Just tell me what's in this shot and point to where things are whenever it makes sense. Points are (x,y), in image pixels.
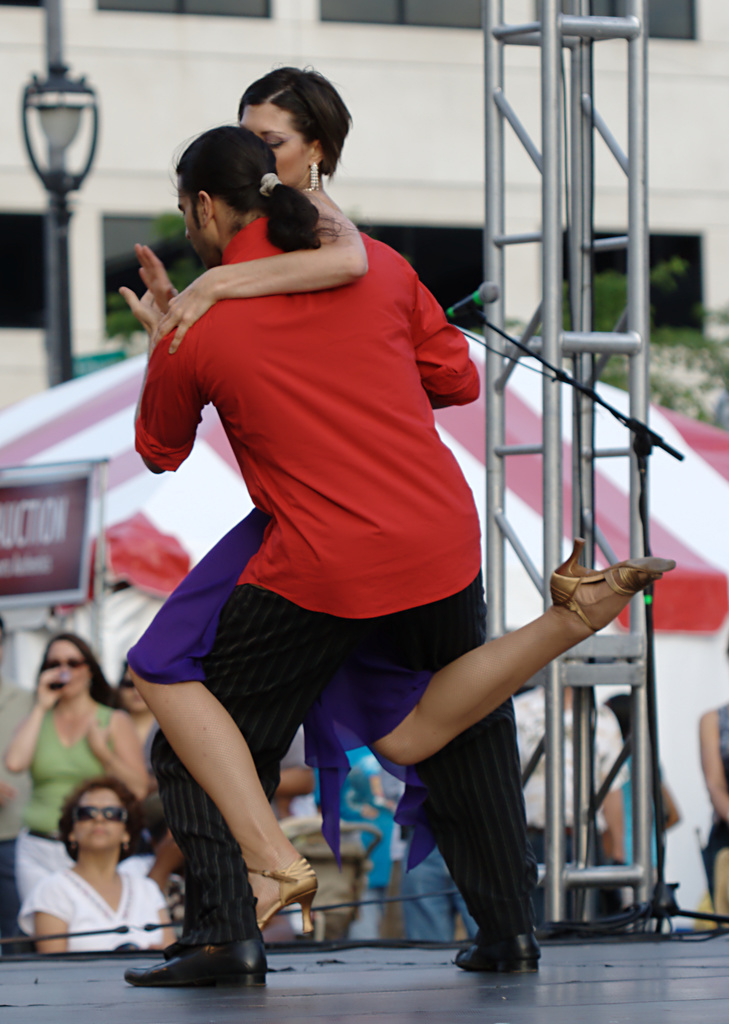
In this image I can see a man (345,607) is standing and holding the woman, he wore red color shirt (354,508), black color trouser (286,715). On the left side (49,761) few women (119,813) are looking at these people (354,527), on the right side (503,610) there is an iron frame (560,398). At the back side (444,197) there is a building (449,208).
